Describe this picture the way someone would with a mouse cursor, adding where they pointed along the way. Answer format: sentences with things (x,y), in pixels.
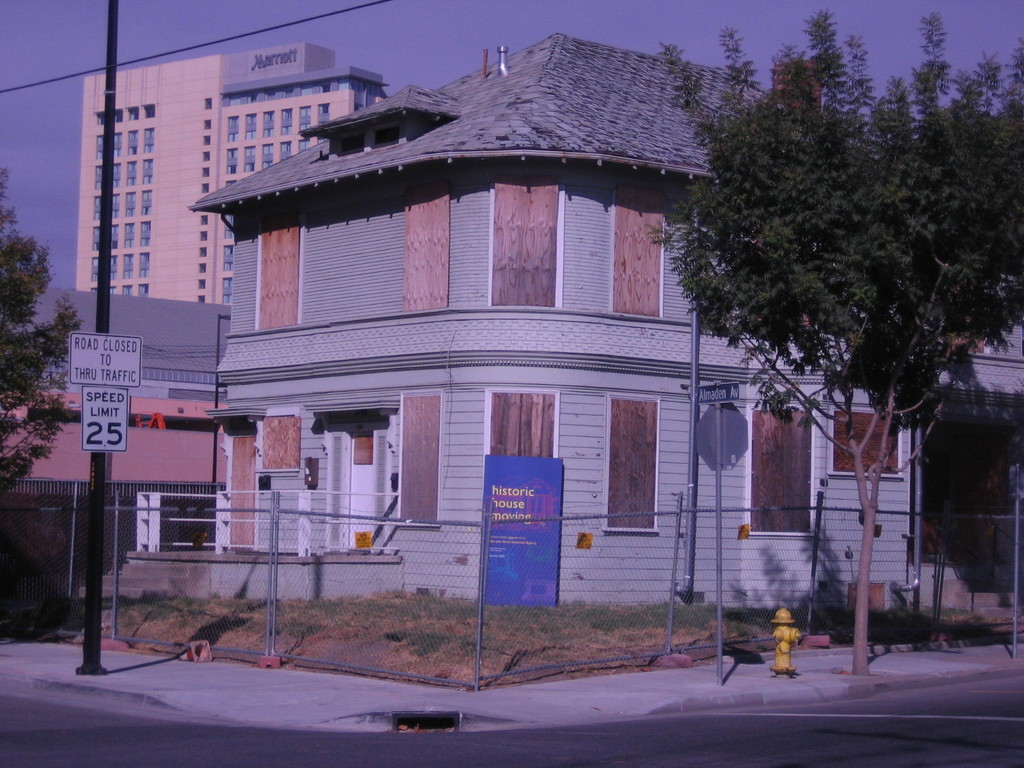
In this image, we can see a building (170,257) and shelter house (524,263). There is a tree (701,278) on the left (41,406) and on the right side of the image (931,365). There is a pole (94,526) beside the road (373,740). There is a fence (458,580) at the bottom of the image (534,596). There is a sky (429,33) at the top of the image (417,40).
